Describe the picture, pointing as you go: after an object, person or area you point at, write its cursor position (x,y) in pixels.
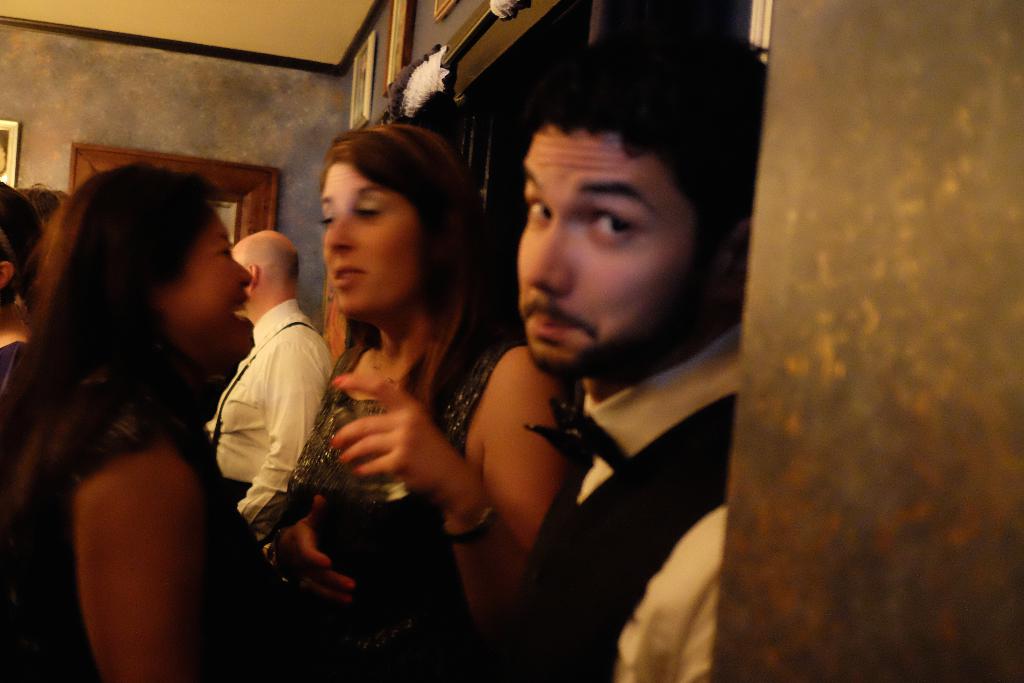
In this picture we can see there some people (84,461) standing and behind the people (165,483) there is a wall (131,123) with photo frames (408,9).
